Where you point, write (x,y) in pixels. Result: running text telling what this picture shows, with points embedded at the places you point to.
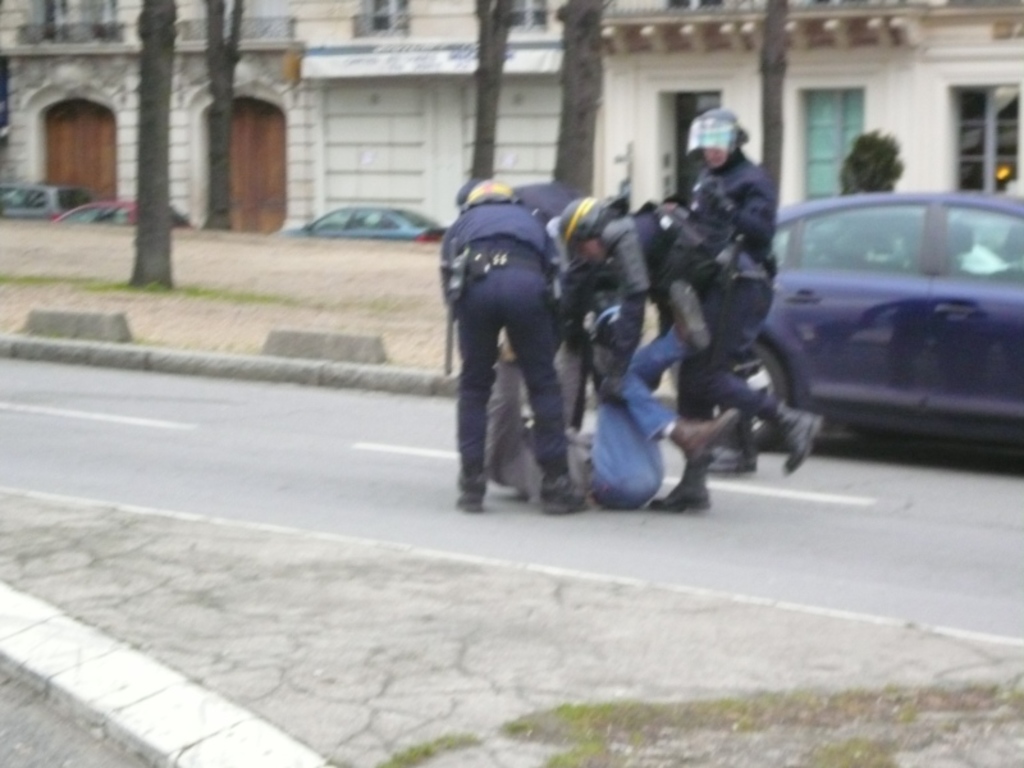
In the center of the image (616,300) we can see group of persons (627,354) carrying a man (570,441) on the road (587,509). In the background (682,176) we can see car (874,261), trees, plants (893,165) and buildings (345,124). At the bottom of the image (884,661) we can see road (497,692) and grass (581,736).
